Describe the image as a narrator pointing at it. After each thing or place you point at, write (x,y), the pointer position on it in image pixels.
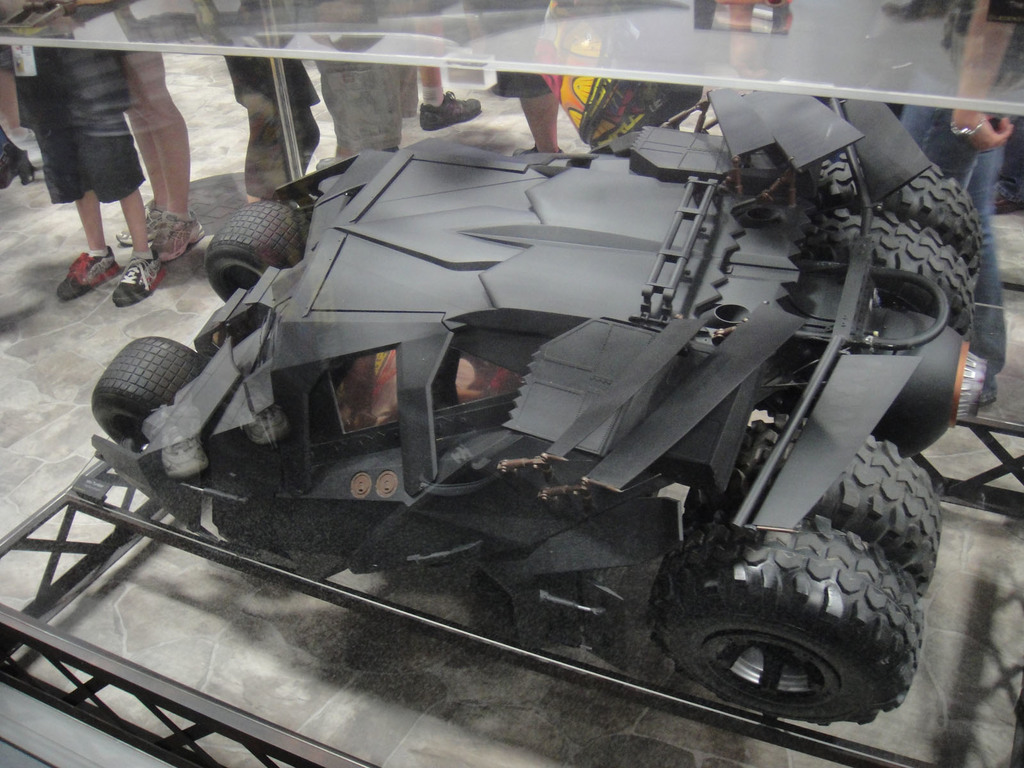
Here we can see few persons (986,211). This is glass (685,71) and there is a vehicle (655,524).
